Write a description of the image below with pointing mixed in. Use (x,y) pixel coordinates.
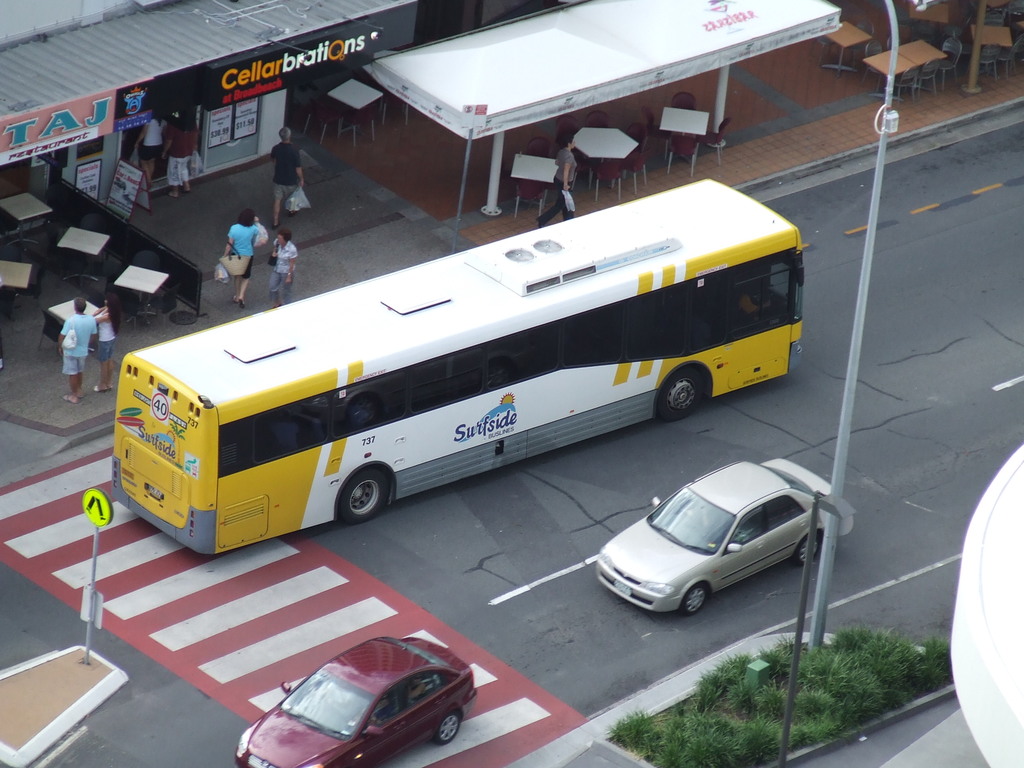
This is a road (817,377). On this road (566,518) one bus (538,311) and two cars (375,667) are moving. On this road (180,622) there is a zebra crossing (128,536). One sign board (104,500) is on the middle of the road (85,555). Some people (115,319) are standing and walking. In the background (189,101) there is a restaurant (126,89) and some chairs (142,259) and tables (138,275) are there. One tent (563,35) is over here. One lady (572,142) is walking through the sidewalk (541,210).
